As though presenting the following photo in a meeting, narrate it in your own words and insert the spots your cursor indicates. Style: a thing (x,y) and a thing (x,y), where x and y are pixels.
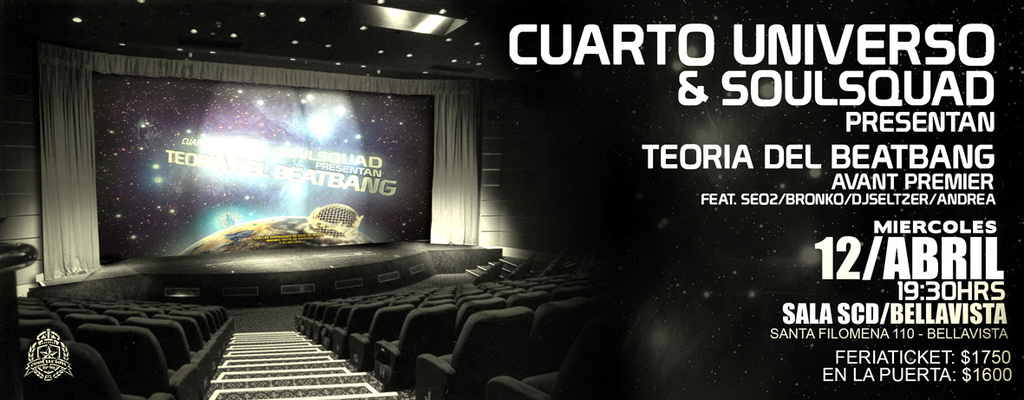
These are chairs (315,331), this is screen (251,184).
